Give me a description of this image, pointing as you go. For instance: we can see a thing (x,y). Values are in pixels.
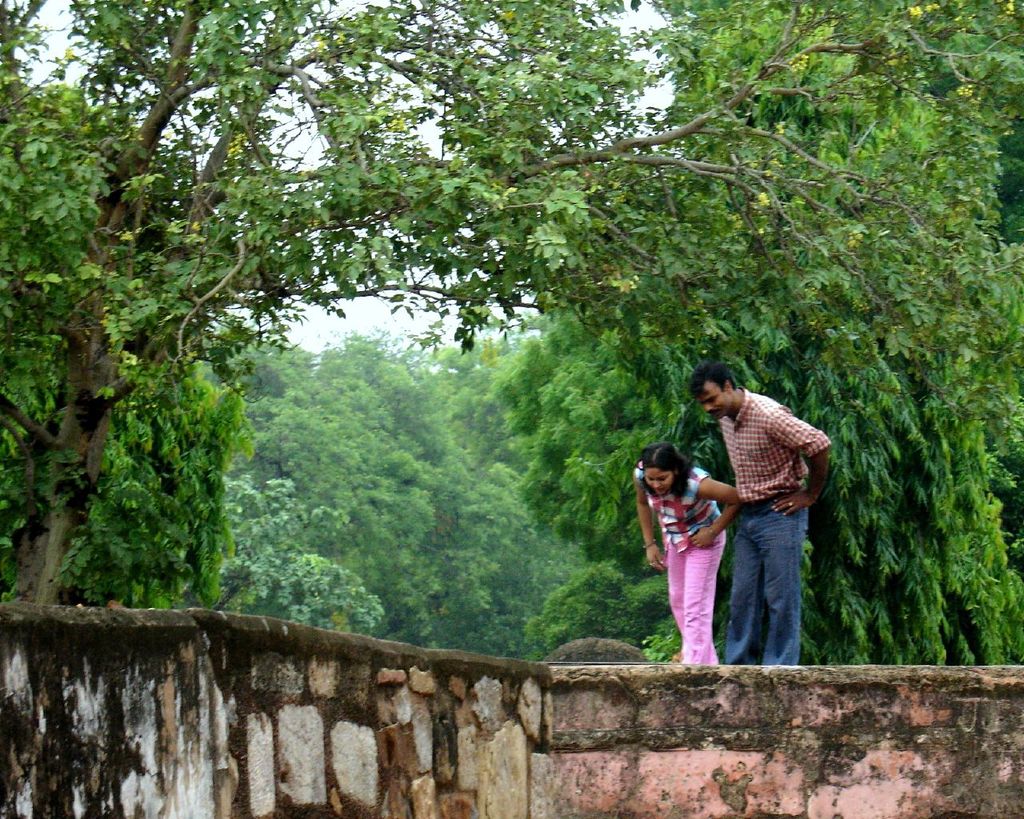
In this image I can see two people (744,628) standing on the wall (249,664), beside them there are so many trees (950,375).
